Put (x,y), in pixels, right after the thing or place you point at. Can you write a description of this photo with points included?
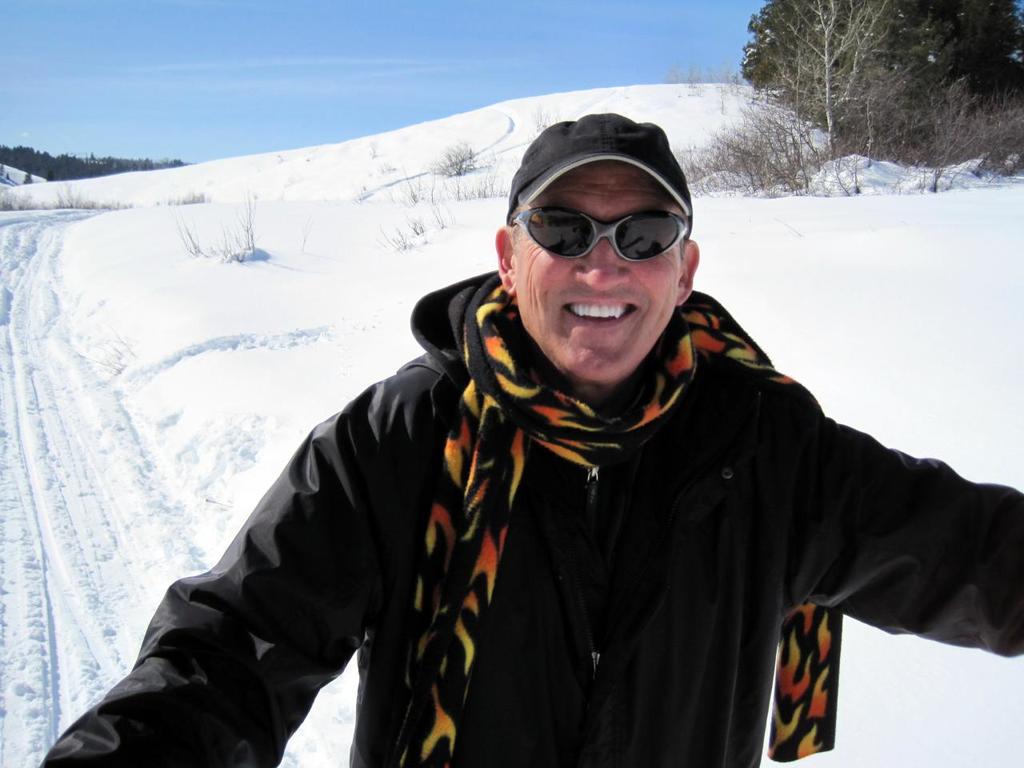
In the picture I can see a person (268,710) wearing black color jacket (538,605), scarf (434,744), cap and glasses (579,252) is standing here and smiling. In the background (883,49), we can see trees (729,144) on the right side of the image (1008,17) and the sky (202,97) in the background (234,124).
